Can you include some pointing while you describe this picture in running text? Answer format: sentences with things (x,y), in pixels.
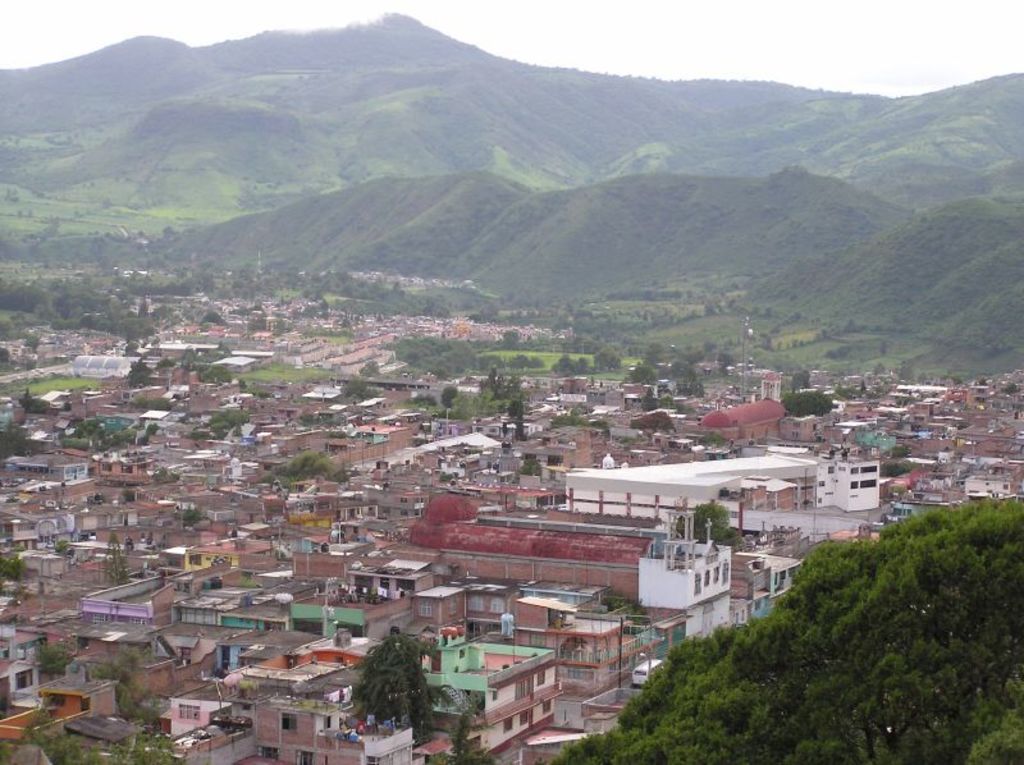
On the right side (865,666) there are trees (883,627) and on the left side (268,661) these are the buildings (520,563) and here there are hills (501,165).
